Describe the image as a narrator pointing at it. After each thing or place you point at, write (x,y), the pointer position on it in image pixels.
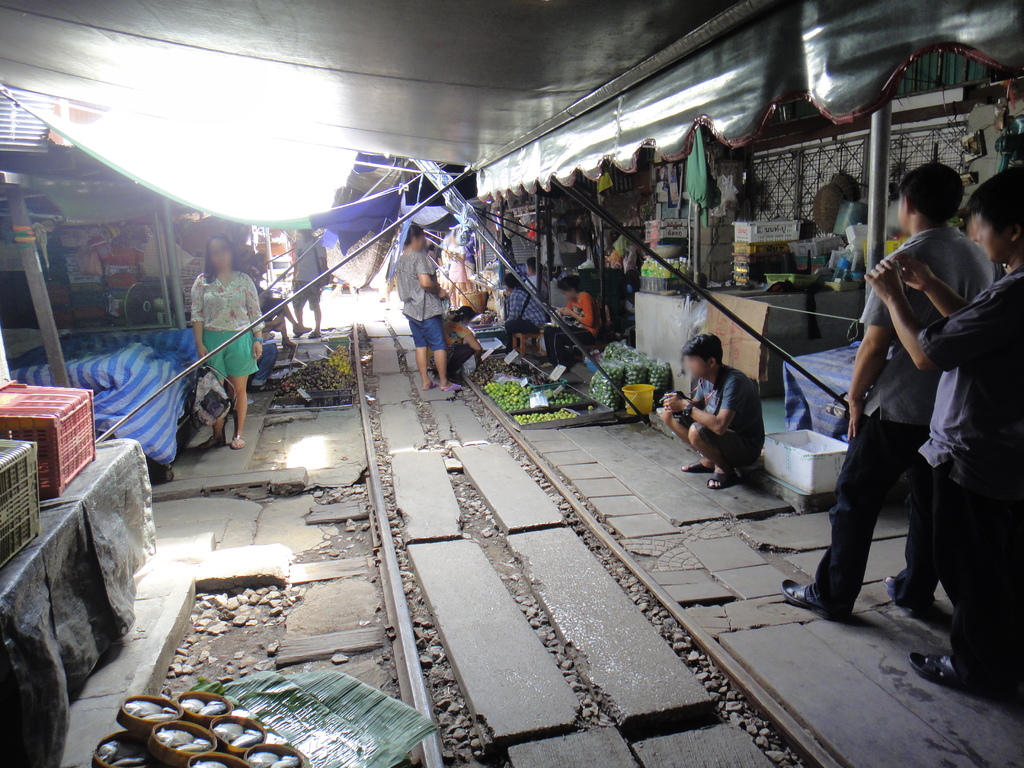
At the bottom left side of the image (248,760) we can see leaves (273,738) and small baskets (232,749) with some objects (203,738) in it. In the center of the image (375,411) we can see stones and a railway track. On the right side of the image (974,276), we can see two persons (876,424) are standing. Among them, we can see one person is holding some object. On the left side of the image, we can see a table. On the table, we can see a plastic black cover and baskets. In the background (848,373) there is a wall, bucket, cloth (362,188), curtains (365,237), vegetables (602,386), baskets (531,401), containers (545,425), few people (678,404) are sitting, few people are standing, few people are holding some object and a few other objects (159,273).
